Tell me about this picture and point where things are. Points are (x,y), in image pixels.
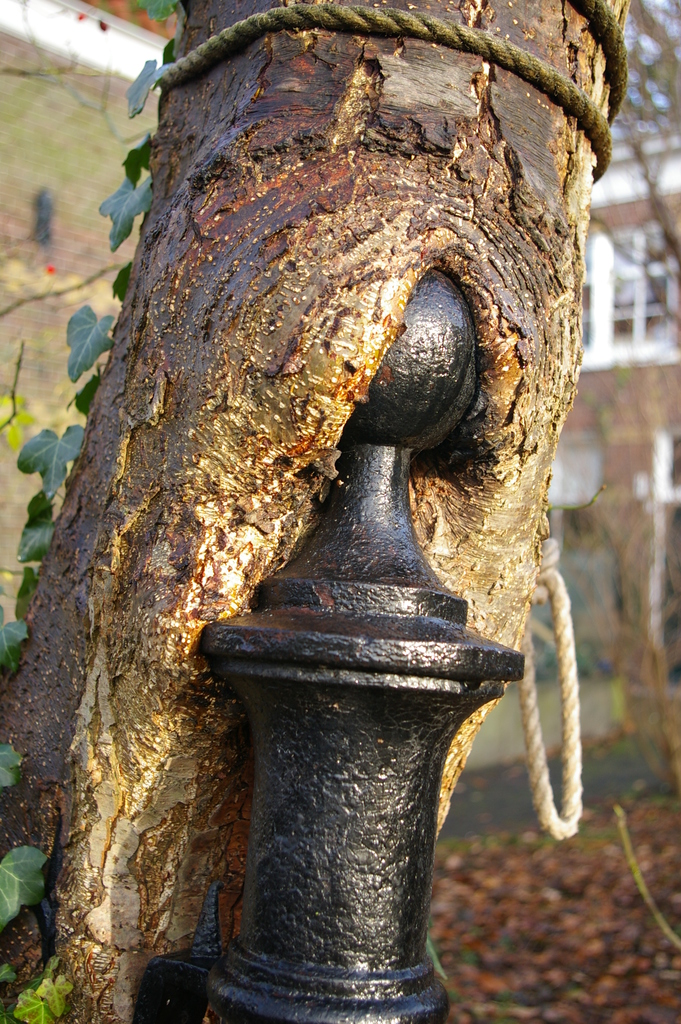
In the image in the center (415,467) we can see pole (411,636), tree (445,103) and rope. In the background (35,185) there is a building (661,364), wall (30,141) and window (605,303).
